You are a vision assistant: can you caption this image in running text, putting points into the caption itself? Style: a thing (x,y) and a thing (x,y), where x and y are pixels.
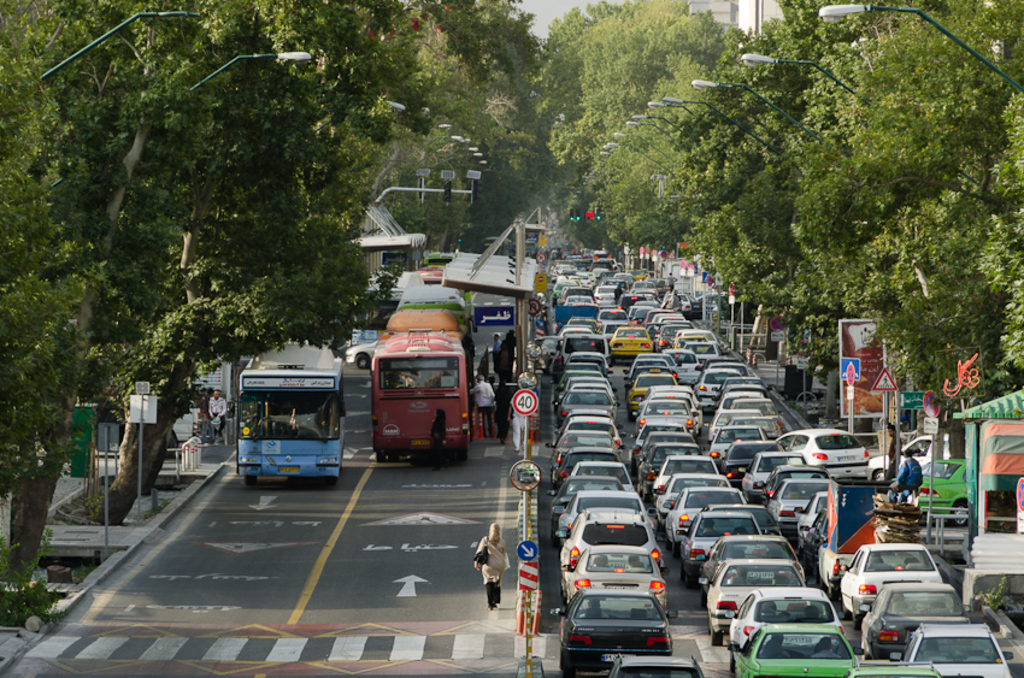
In this image I can see few vehicles (643,635) on the road (428,602). I can also see few persons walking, in front (323,441) the vehicle (324,428) is in blue and red color. Background (544,20) I can see a traffic signal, few light poles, trees (374,126) in green color and the sky (556,14) is in white color.
